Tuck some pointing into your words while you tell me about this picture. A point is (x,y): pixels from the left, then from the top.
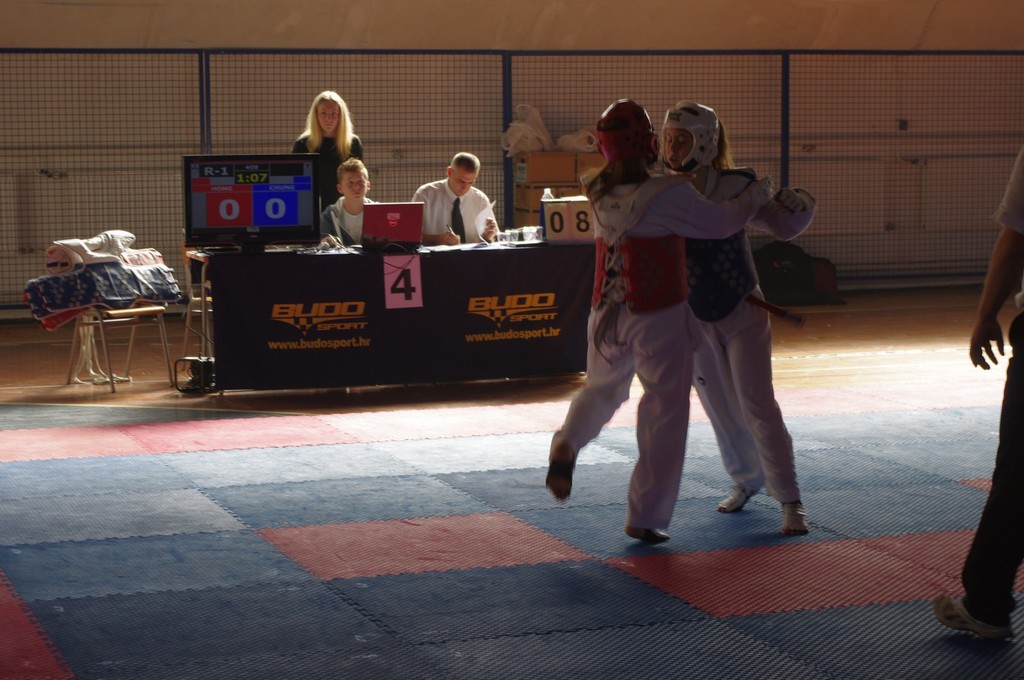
In this picture there are two persons (647,256) with white dress (661,358) are fighting. On the right side of the image (1018,284) there is a person (1018,284) standing. At the back (372,202) there are two persons (448,237) sitting behind the table (434,332) and there are glasses (528,240), papers (467,245) and there is a bottle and there are objects (400,244) on the table (426,291). There is a woman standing behind the table (322,287) and there is a board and there are objects (74,270) on the chair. At the back (126,173) there is a fence (843,118) and there is a wall (225,19).
